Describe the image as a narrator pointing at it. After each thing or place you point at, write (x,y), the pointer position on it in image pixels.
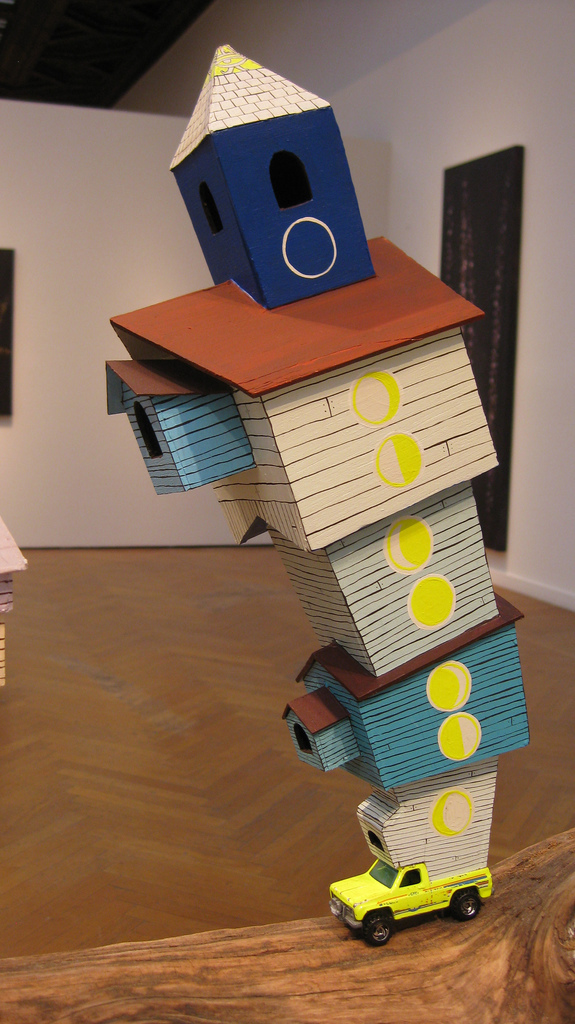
In this picture we can see toy jeep (377,895) on the wood (393,921) and luggage (448,851) of the jeep (467,895) which it is carrying his house (349,509) with windows (282,187) and in the background (92,305) we can see wall (111,143), frame (488,291).
